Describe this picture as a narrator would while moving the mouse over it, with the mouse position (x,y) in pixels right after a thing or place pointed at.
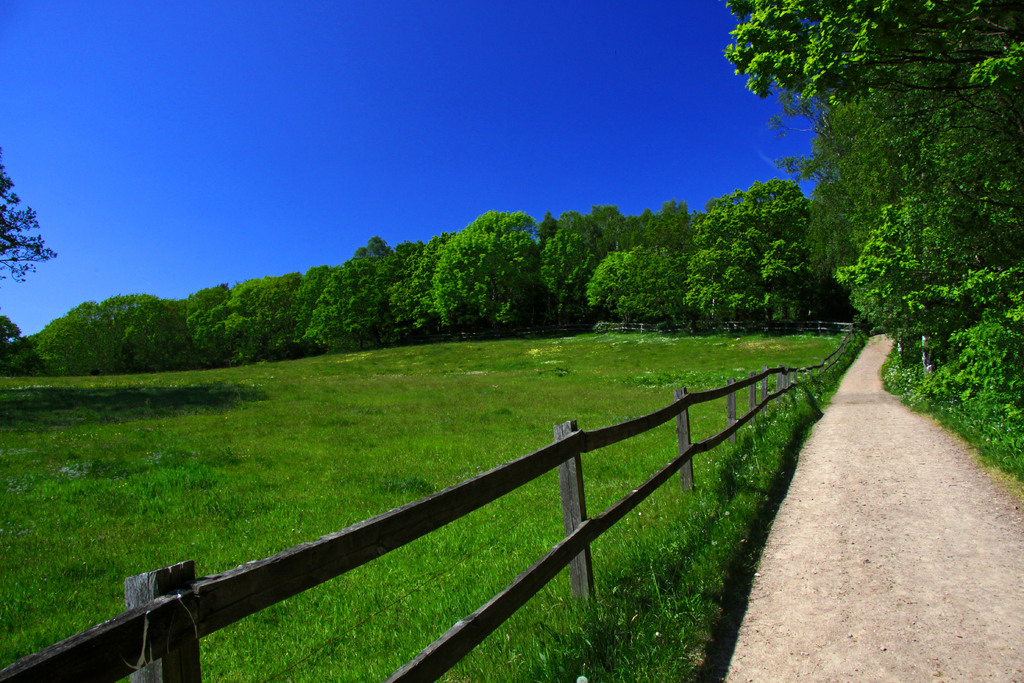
Here in this picture on the right side (739,585) we can see a road (885,464) present and beside it we can see a wooden railing (710,446) present and beside that we can see the ground (609,489) present, which is fully covered with grass (471,366) over there and we can also see plants (968,349) and trees (615,297) present all over there.
